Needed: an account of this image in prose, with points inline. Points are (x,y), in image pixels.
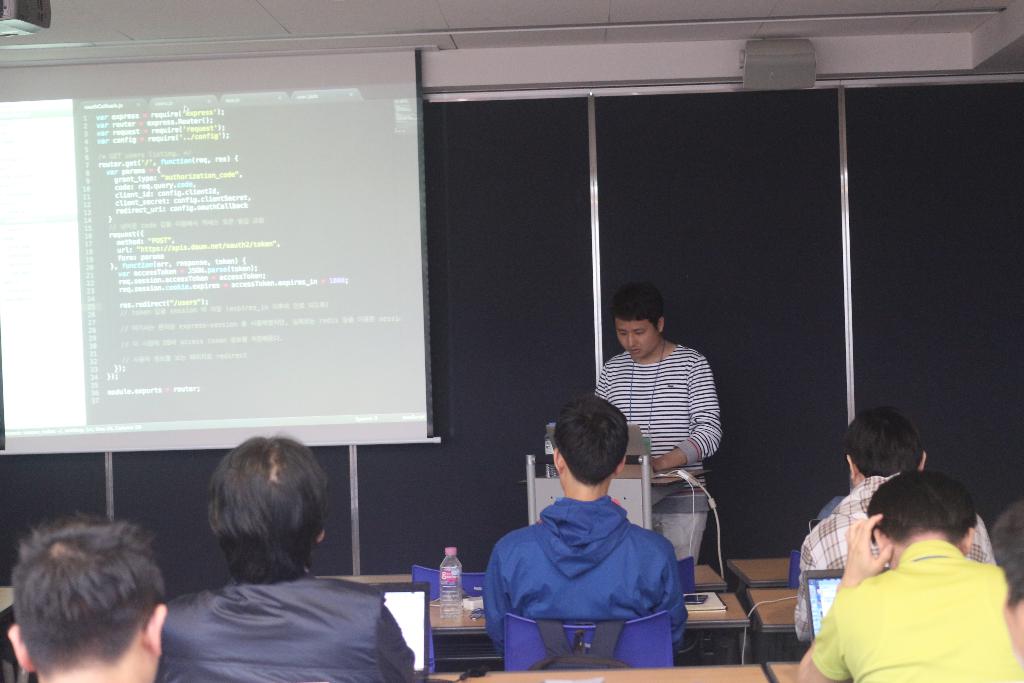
This picture is clicked inside. In the foreground (139,585) we can see the group of people (601,577) sitting on the chairs (631,653). In the center (638,385) there is a person (654,386) standing on the ground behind the podium (641,468). In the background (646,170) we can see the wall (636,109), projector screen (157,331), roof (515,12) and a projector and we can see the text (174,185) on the projector screen (174,185).
